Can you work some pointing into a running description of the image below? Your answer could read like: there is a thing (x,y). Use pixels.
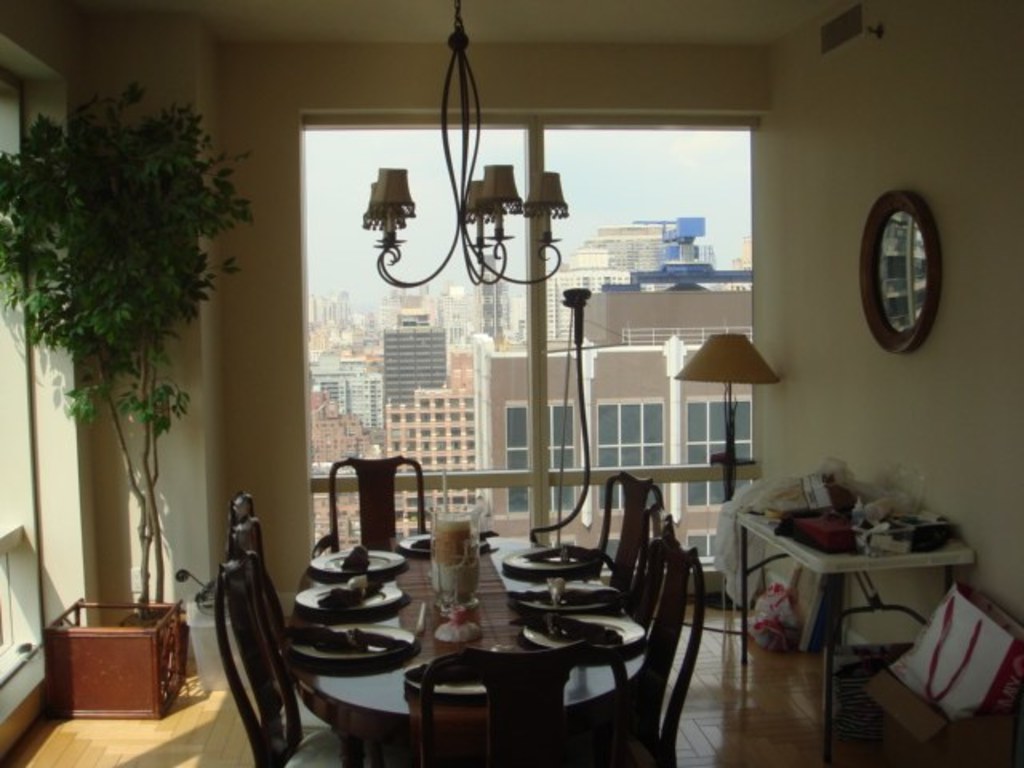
The picture is taken in a room (811,327). In the foreground of the picture (589,574) there is a dining table (436,638) and chairs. On the table (449,606) there are plates (418,552), jar (451,560), spoons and other objects (350,591). On the right (904,292) there are mirror (913,277), desk (843,570), bags (865,644), frames (821,605), lamp (735,374) and other objects (785,497). On the left (122,352) there is a houseplant (219,218). In the center (380,412) there is a chandelier (490,271) and a door (537,325), outside the door (546,282) we can see buildings (439,332). It is sunny.
